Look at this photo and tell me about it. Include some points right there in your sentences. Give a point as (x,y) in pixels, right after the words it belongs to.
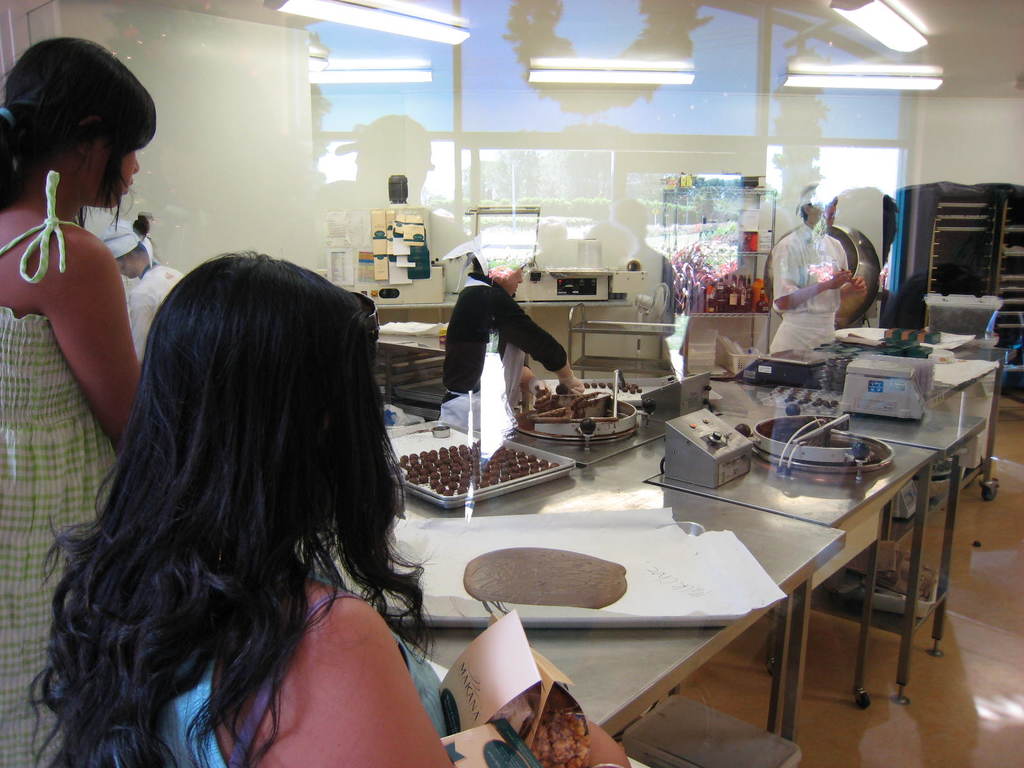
On the left side of the image (185,639) I can a woman (318,718) holding some papers (548,692) in her hand (611,747). Beside her there is a girl (55,425) standing. In front of these people (237,527) there is a table (755,519) on that some food items (513,470), some sheets (672,557) and some machines (717,462) are there. In the background (612,170) I can see a glass (569,124). In the middle of the image (494,328) I can see a man (504,315) wearing black color shirt (526,339). in the background (810,293) I can see one person (805,276) wearing white color shirt (803,268) and standing. Beside this table (521,499) there is a chair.
